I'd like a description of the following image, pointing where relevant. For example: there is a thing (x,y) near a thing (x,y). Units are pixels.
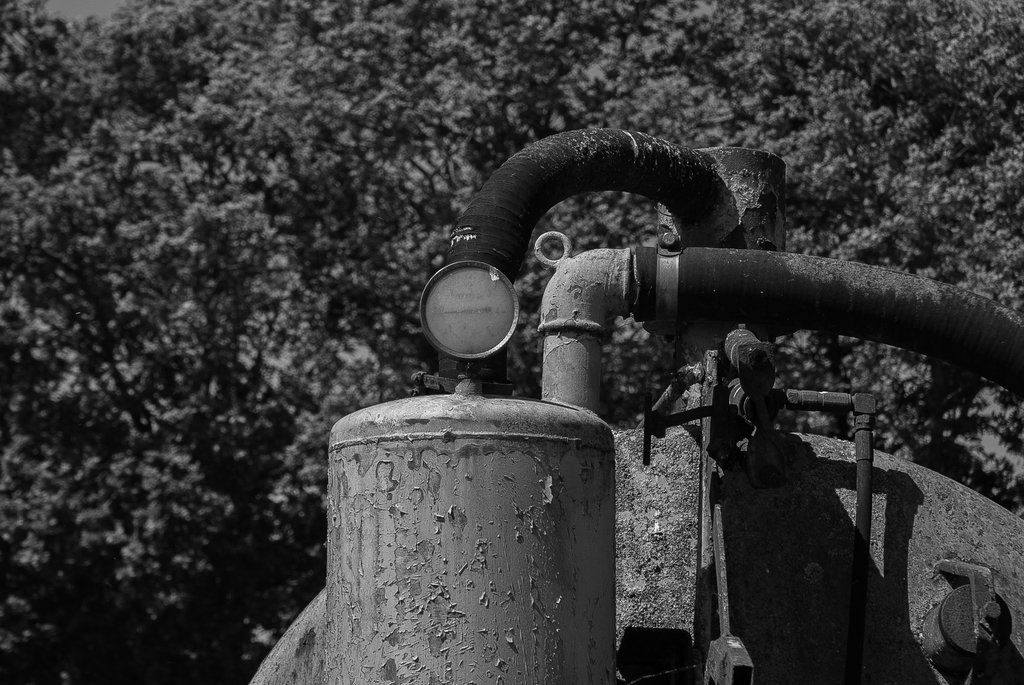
In this image we can see a motor (681,642), behind trees (832,94) are there.
